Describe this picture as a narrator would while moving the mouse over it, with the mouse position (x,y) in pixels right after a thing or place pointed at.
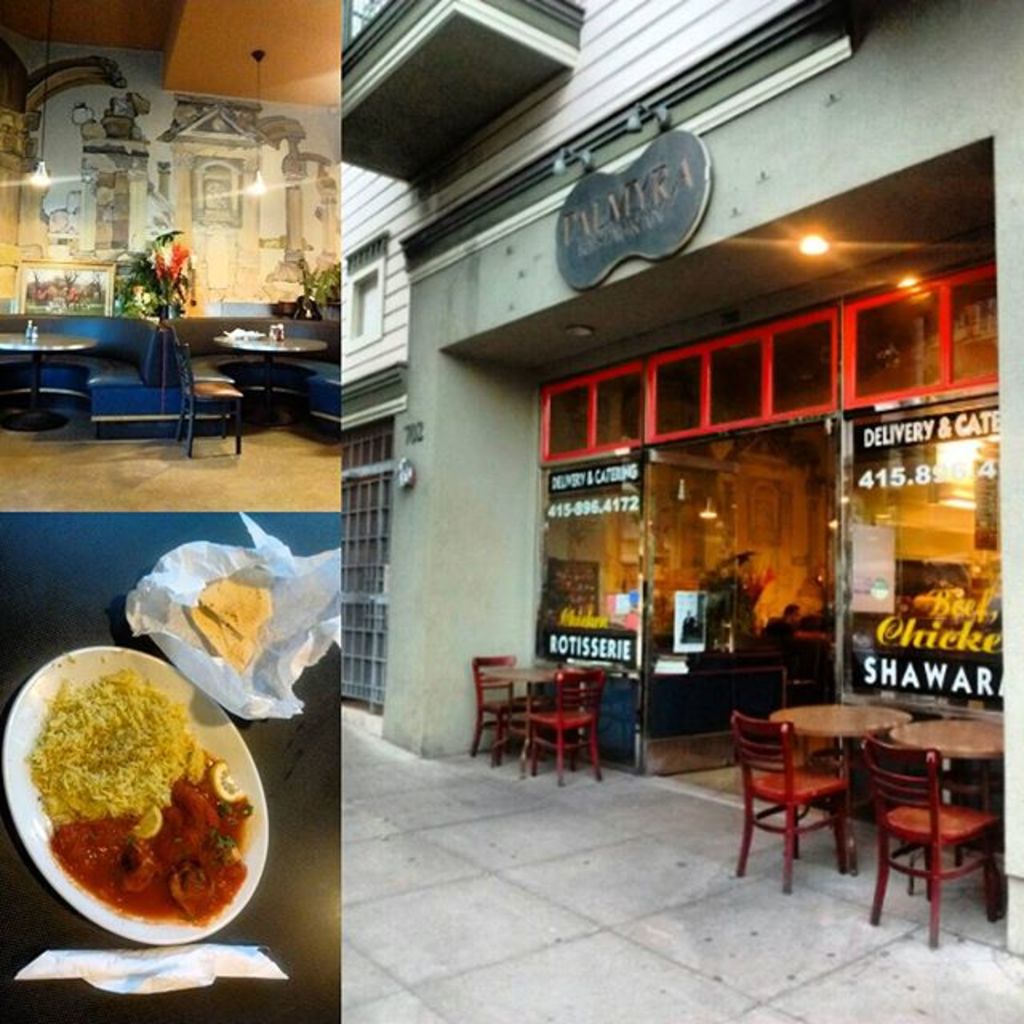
On the right side of the picture (911,108) there is a building (1022,701), in front of the building (862,757) there are chairs (897,778) and table (815,732). In the picture there is a store (787,531). On the left side (130,735), at the bottom (153,758) there is a food items (158,796) placed on the table (301,823). At the top (200,336) there are tables (254,347), couches (158,348), flower vase (175,272) and lights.
